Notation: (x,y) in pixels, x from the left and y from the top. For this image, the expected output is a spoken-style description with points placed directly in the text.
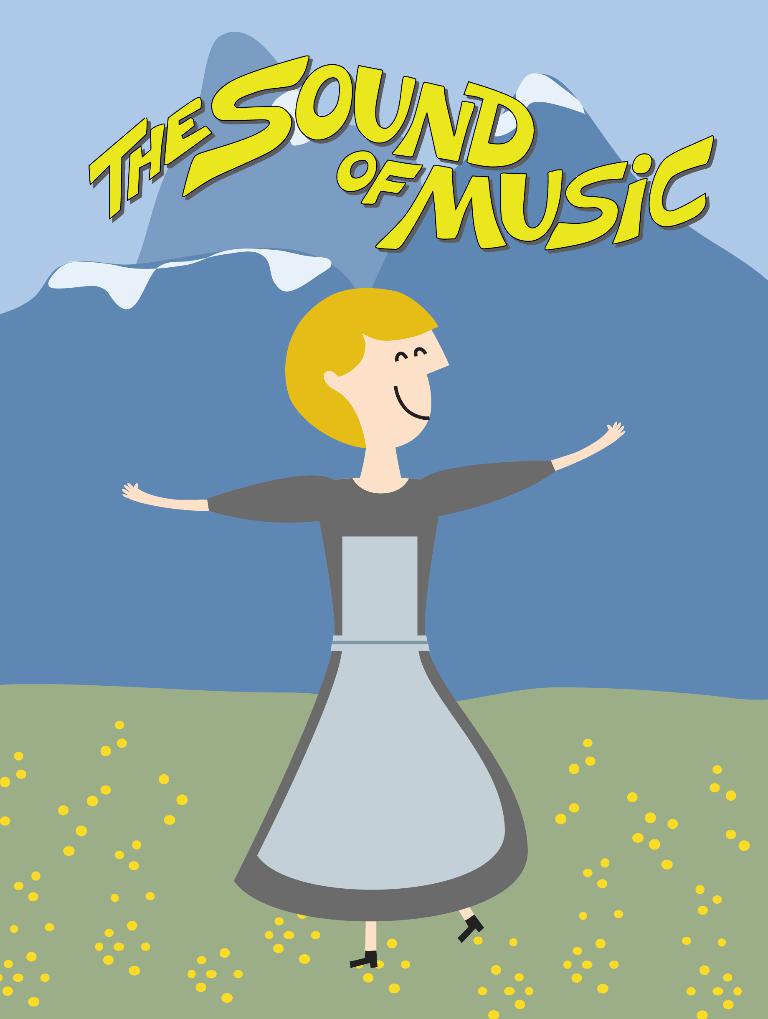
In this image we can see there is a poster (375,658) with some images (416,535) and text (352,187) on it.
